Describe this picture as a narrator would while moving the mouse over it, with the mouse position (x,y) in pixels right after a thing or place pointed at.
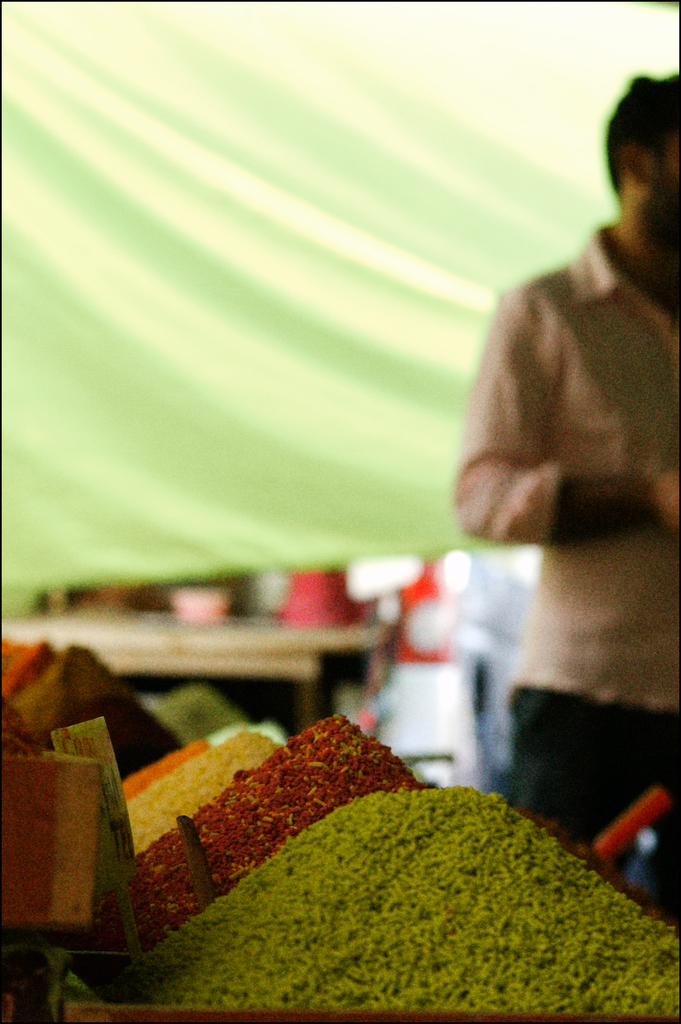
There are few objects (358,866) which are in green, red, yellow and orange in color and there is a person (601,404) standing in the right corner (613,406).
